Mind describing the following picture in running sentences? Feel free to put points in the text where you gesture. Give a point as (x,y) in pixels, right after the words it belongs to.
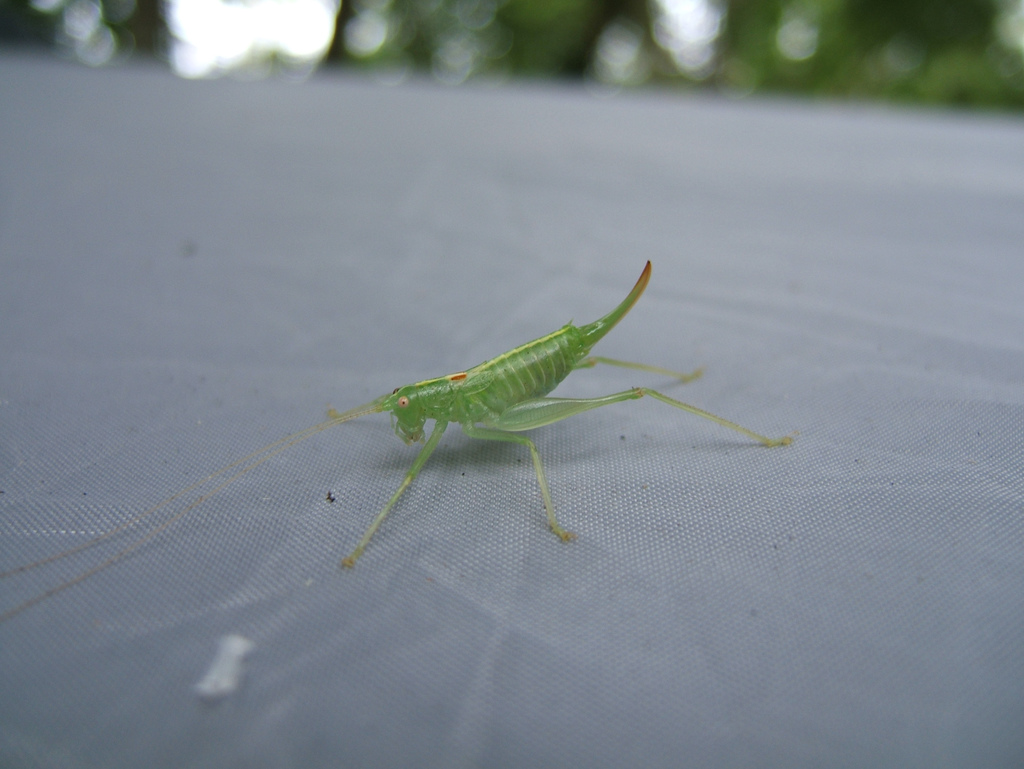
In this image, I can see a grasshopper (605,396) on an object (609,560). There is a blurred background (942,68).
